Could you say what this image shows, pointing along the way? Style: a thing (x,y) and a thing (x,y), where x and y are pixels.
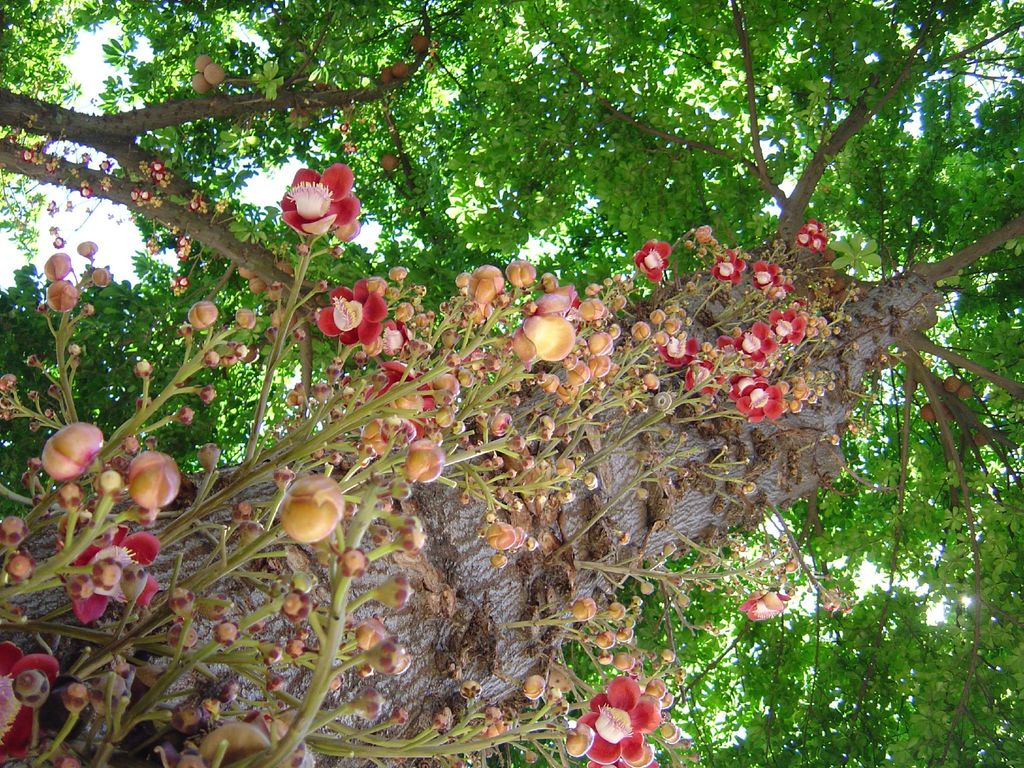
In the picture I can see flower plants (294,503) and trees (321,363). In the background (291,377) I can see the sky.
